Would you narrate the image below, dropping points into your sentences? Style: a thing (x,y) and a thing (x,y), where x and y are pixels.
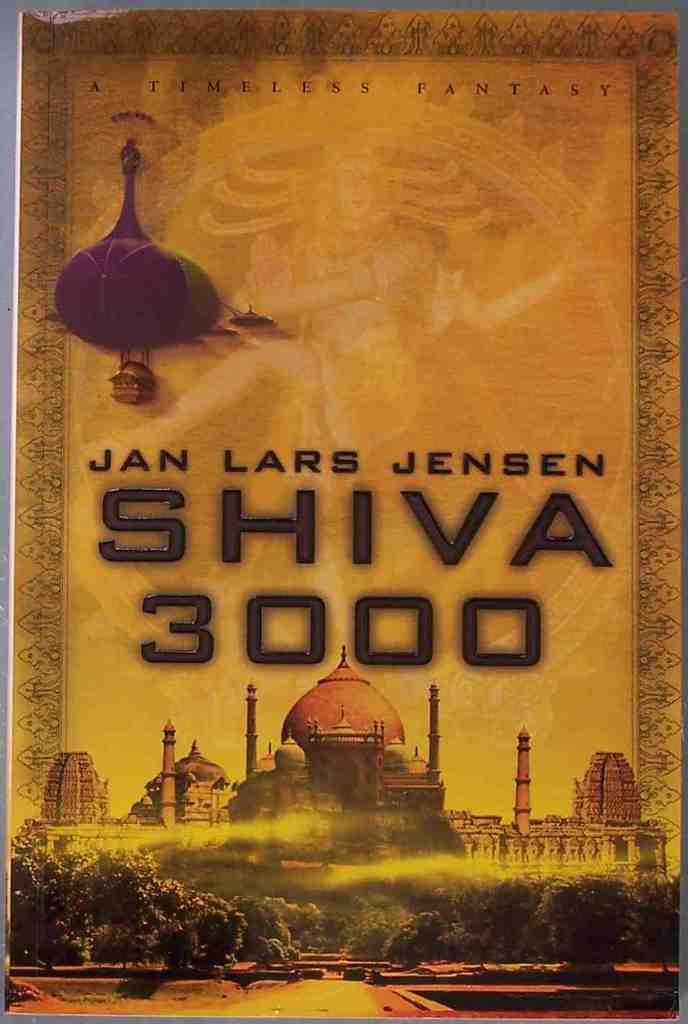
This is a picture of a book cover (272,70). We can see the depictions (212,761) and some information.
